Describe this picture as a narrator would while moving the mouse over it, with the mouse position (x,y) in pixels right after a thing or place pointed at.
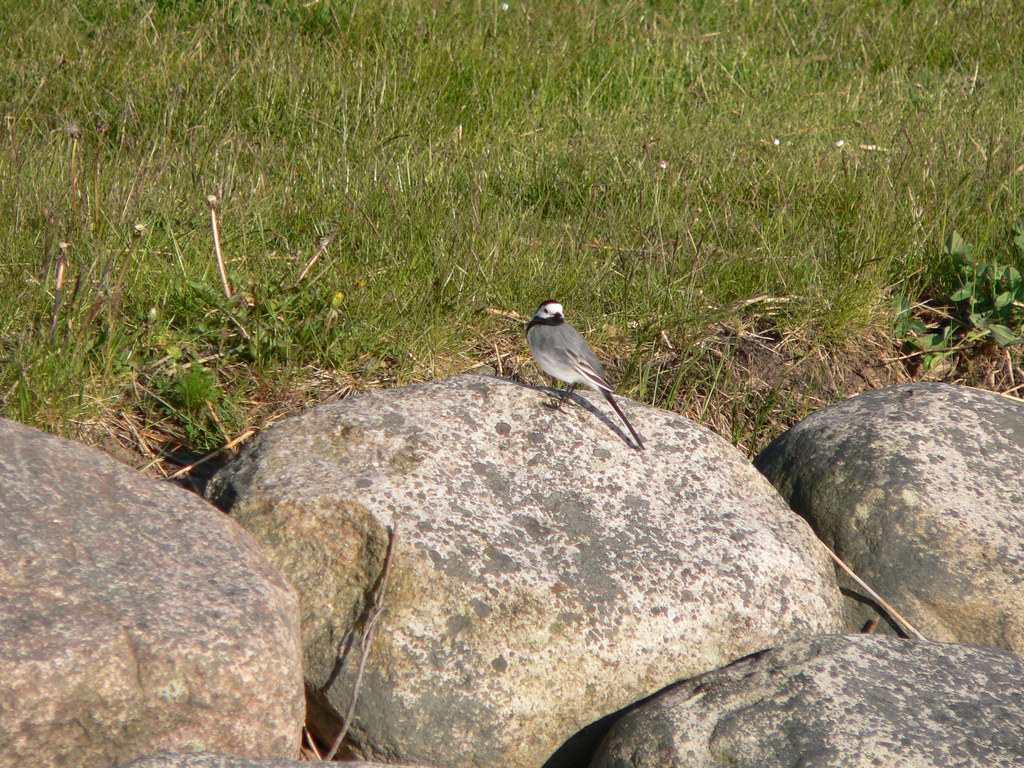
In the picture I can see a bird (573,380) is standing on a rock (583,461). In the background (325,182) I can see the grass (445,148) and rocks (364,395).
